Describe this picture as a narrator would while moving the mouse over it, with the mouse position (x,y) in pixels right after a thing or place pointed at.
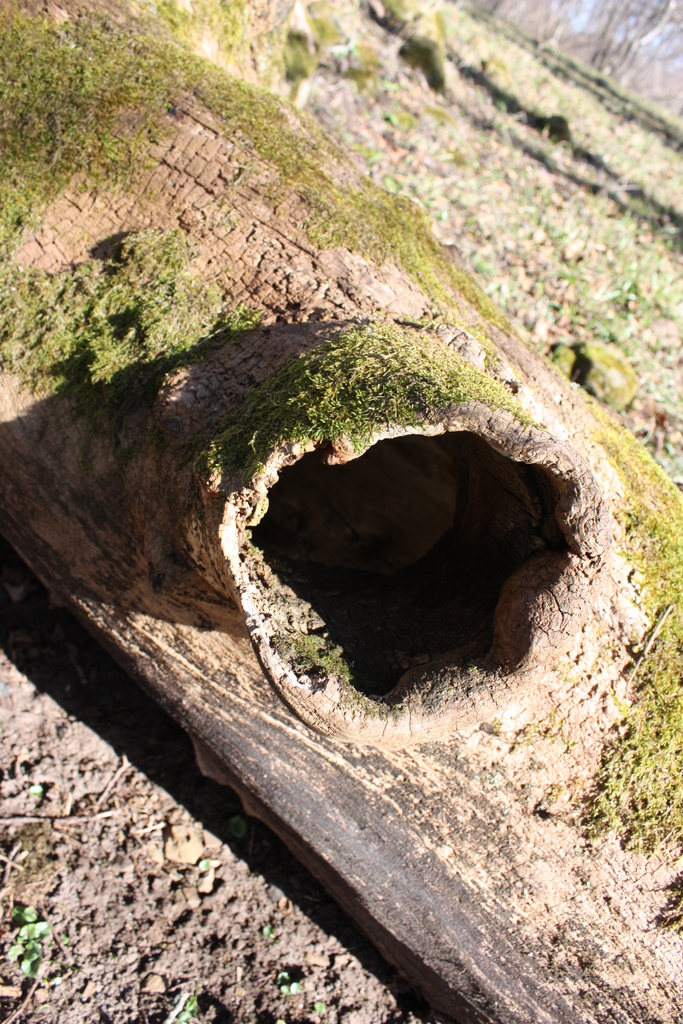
In this image we can see a log (284,335) on the ground (540,261).
